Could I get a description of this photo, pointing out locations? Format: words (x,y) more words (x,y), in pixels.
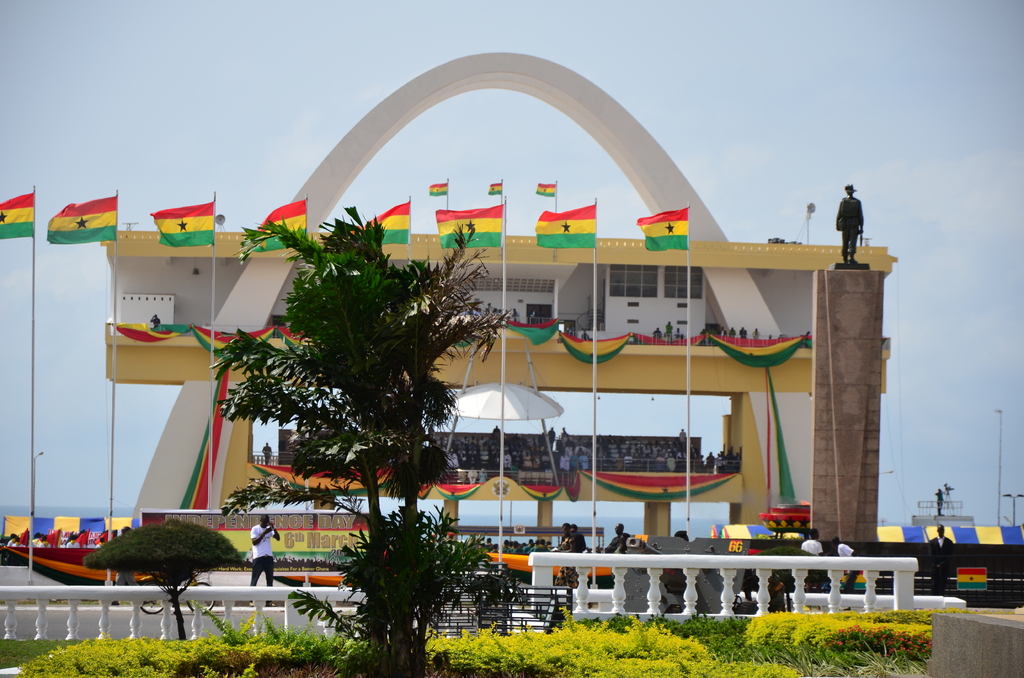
In this image I can see few trees (398,379), flags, statue (862,207), fencing (954,565), umbrella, building (719,295), poles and the sky (767,115) is in white and blue color.
